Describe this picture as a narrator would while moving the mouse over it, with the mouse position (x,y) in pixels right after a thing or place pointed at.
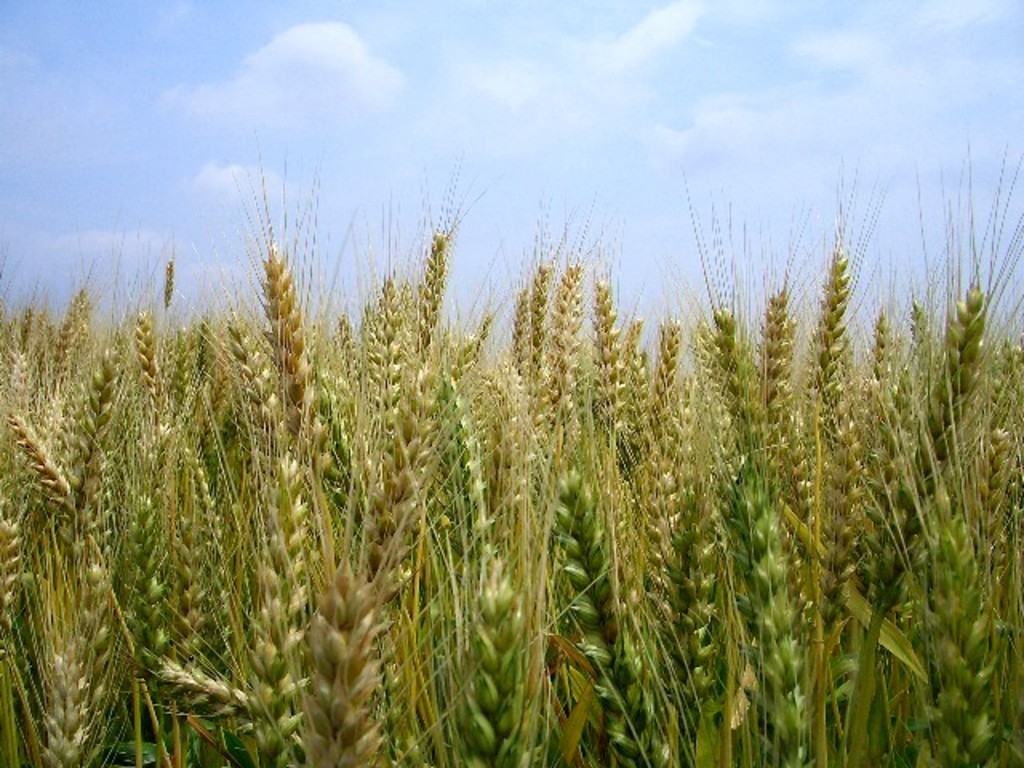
In this picture I can see wheat grains (592,492). I can see clouds (490,143) in the sky (630,133).
